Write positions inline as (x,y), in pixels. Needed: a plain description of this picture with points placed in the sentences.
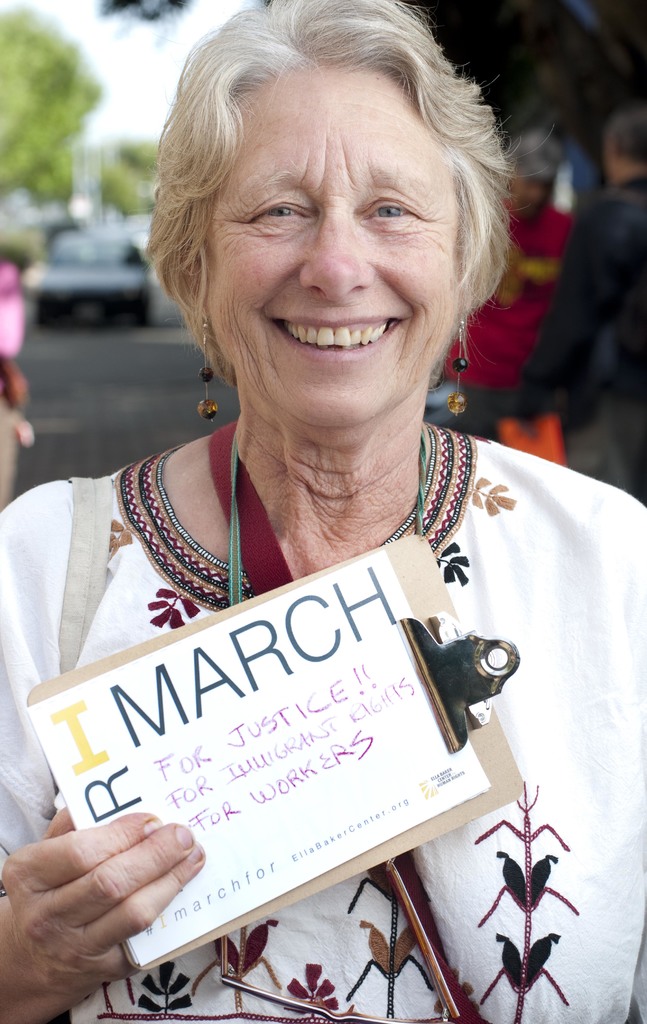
In the middle of this image (422,562), there is a woman (516,552) in a white color dress (585,656), holding a pad (415,553) with a poster (385,766) and smiling. In the background (17,398), there are other persons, vehicles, trees (24,67) and sky (134,41).
